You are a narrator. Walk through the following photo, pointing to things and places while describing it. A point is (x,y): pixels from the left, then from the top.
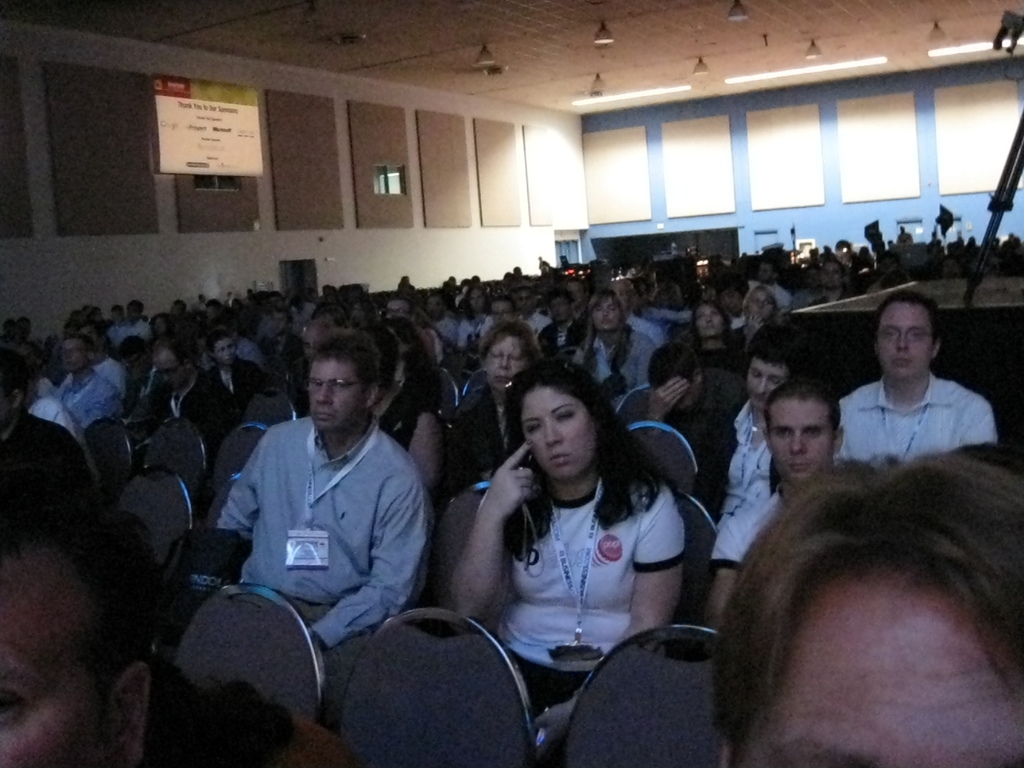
In this picture we can see a group of people (669,283) sitting on chairs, banner (176,126) and in the background (560,149) we can see walls (616,195).
